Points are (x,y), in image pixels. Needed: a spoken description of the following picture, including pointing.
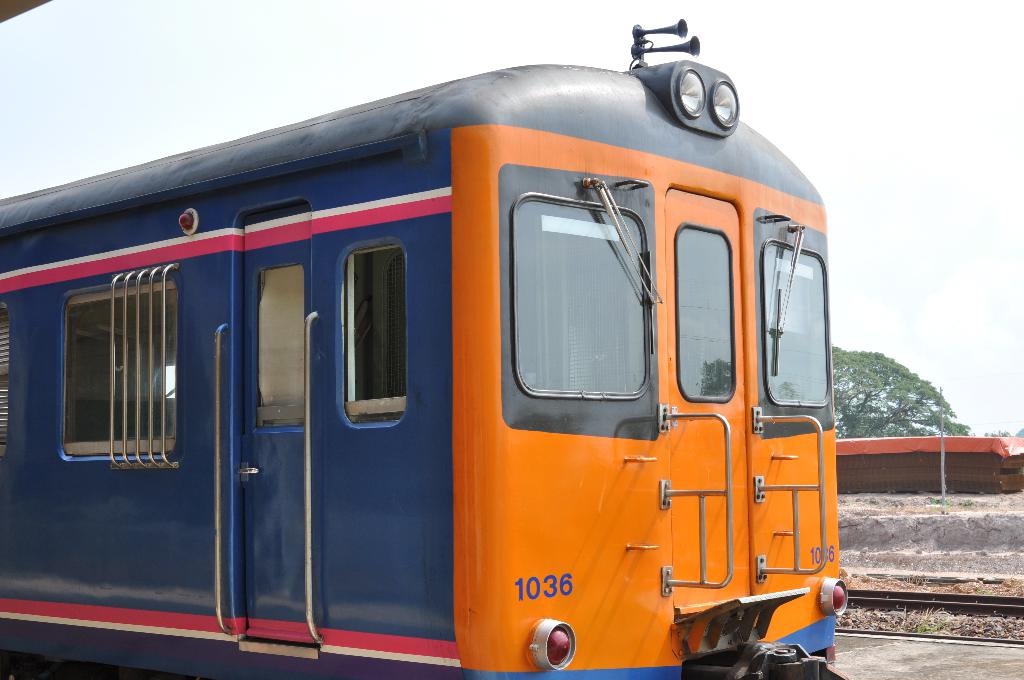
In the image there is a train (582,414) and behind the train (538,444) there are railway tracks (899,596) and a tree (908,409).
